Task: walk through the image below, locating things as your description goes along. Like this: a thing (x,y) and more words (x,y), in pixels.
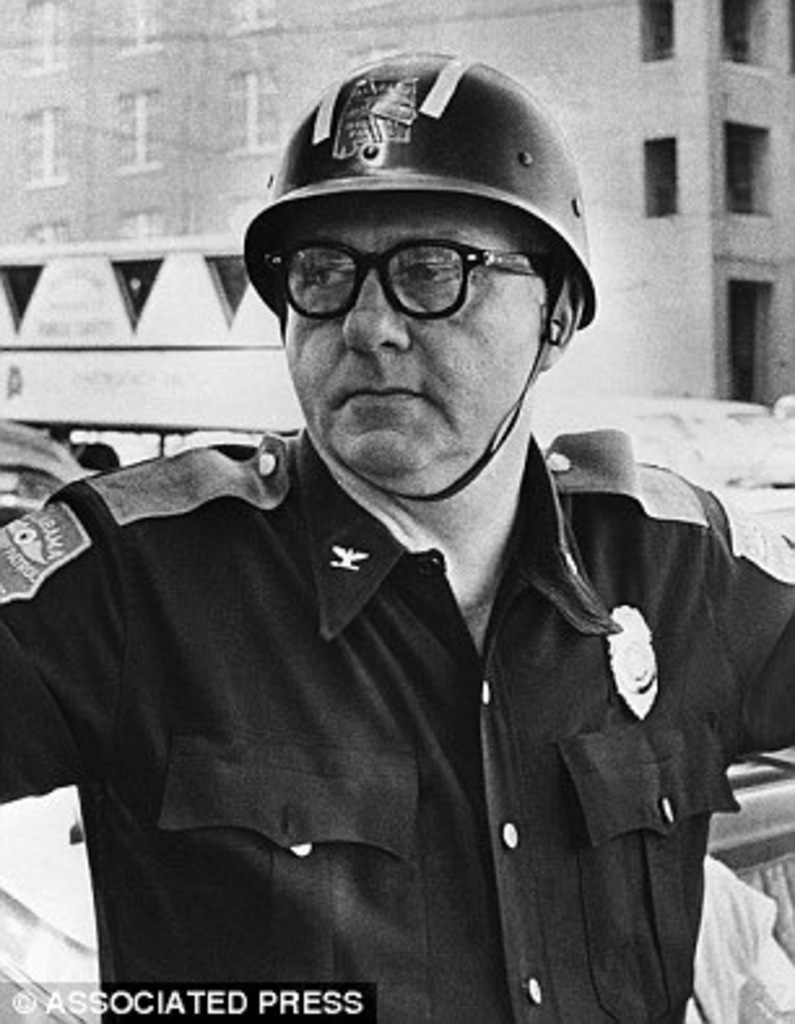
This is a black and white image. In this image we can see a man (417,540) wearing specs (416,309) and helmet (369,143). In the background (224,56) we can see a building (621,198). At the bottom (149,986) there is text (176,996) on the image.
